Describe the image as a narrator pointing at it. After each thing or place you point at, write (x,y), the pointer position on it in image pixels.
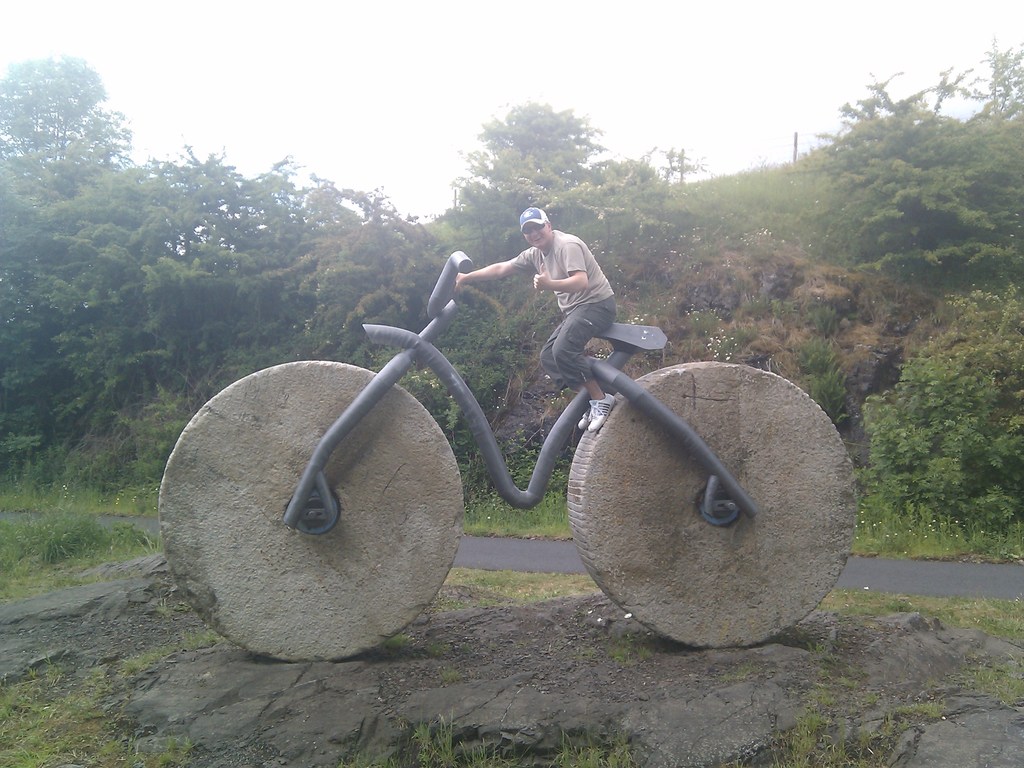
This person (559,254) is sitting on a statue (262,506) of a bicycle (414,462). Far there are number of trees (573,208) and plants (1008,421).
